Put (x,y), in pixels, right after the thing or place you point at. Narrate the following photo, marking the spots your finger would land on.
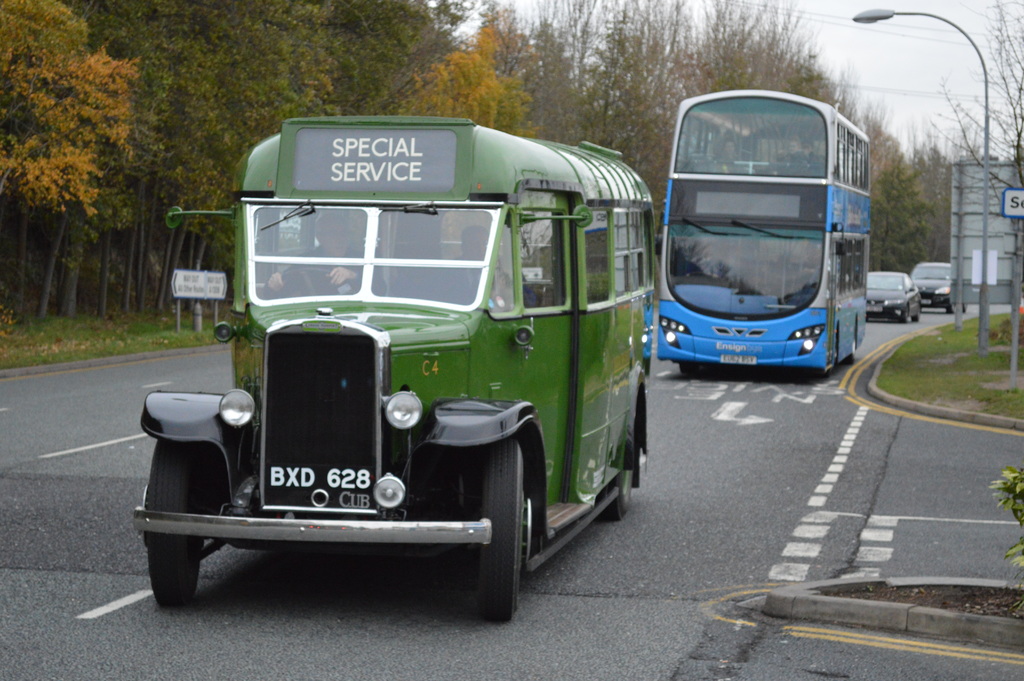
This picture shows a mini (330,482) and a double-decker bus (727,254) and couple of cars (902,293) on the road (144,647) and we see trees (537,68) and a hoarding board (995,296) to the pole (1012,381) and we see a pole light (986,128) on the sidewalk (897,362).
